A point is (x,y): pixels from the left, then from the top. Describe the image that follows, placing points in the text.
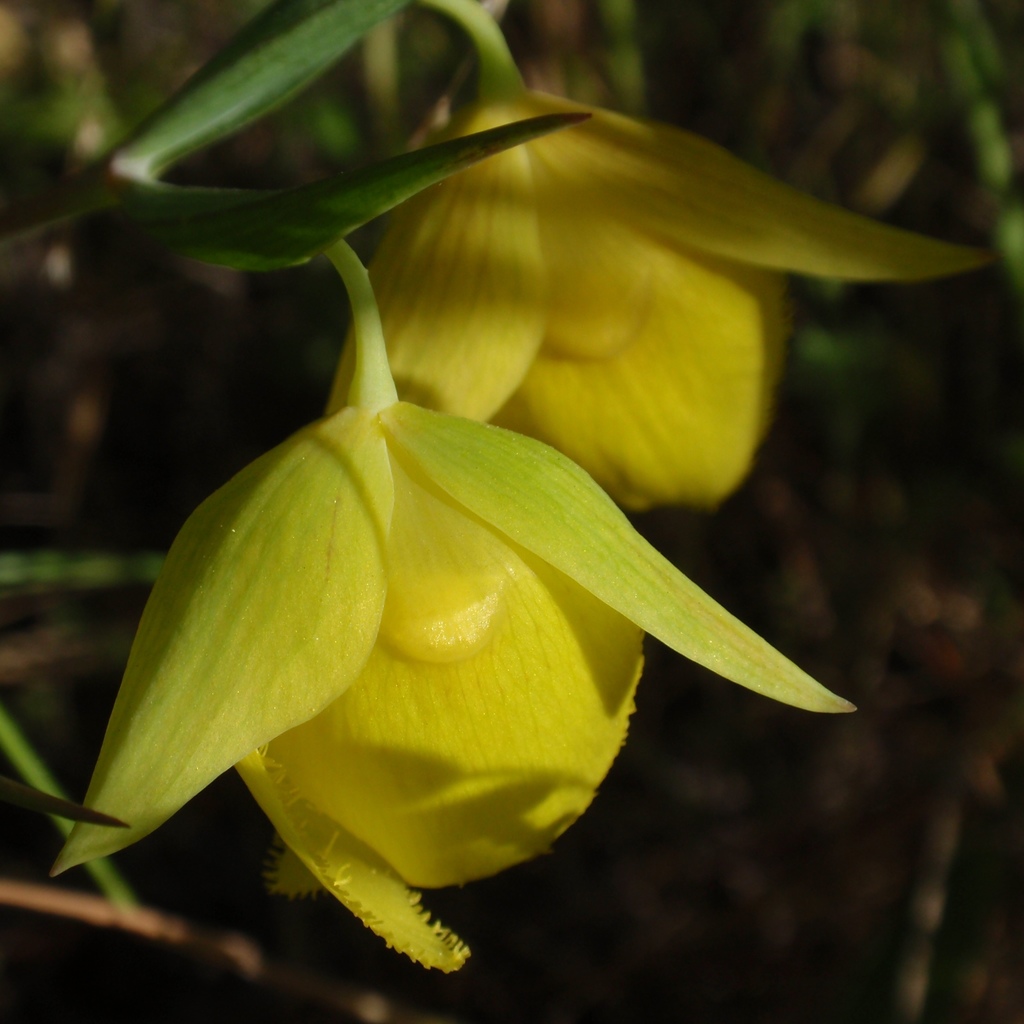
Here we can see yellow color flowers (564,626). There is a blur background (1008,723).
